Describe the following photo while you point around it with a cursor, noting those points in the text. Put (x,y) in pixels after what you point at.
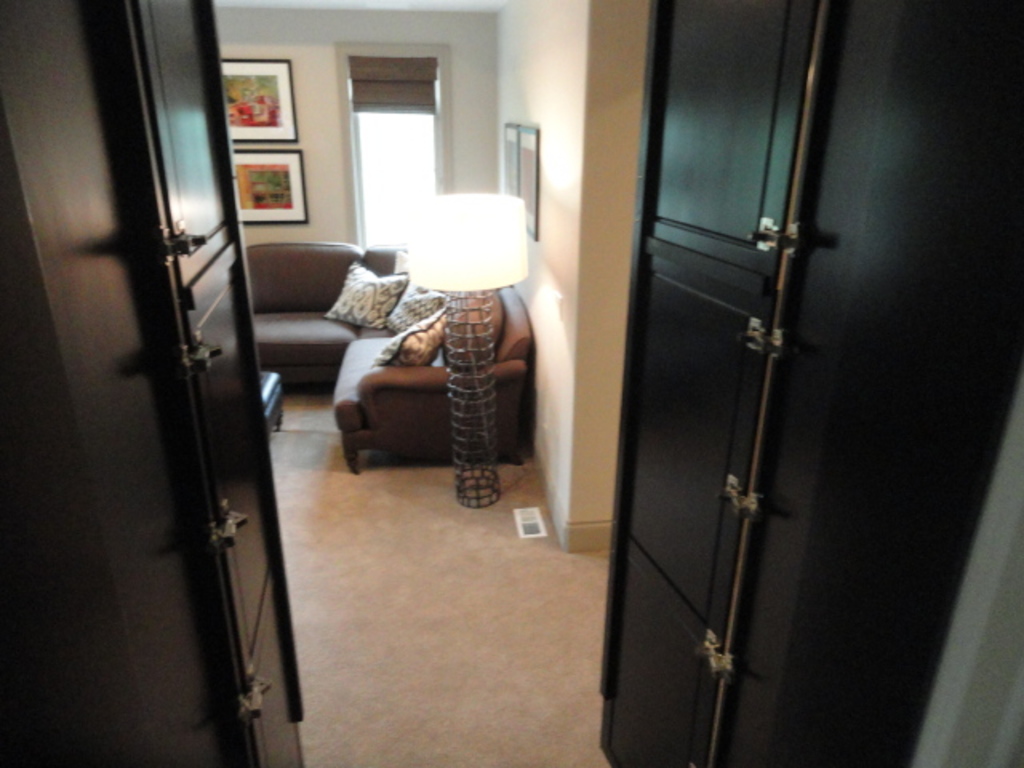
In this image we can see sofas (342,352) and there are cushions (395,297) placed on the sofas (506,342). There is a lamp (479,278). In the background (402,188) there is a window (402,198) and we can see frames (299,176) placed on the wall (602,214). In the foreground (811,510) we can see a door (734,385).
